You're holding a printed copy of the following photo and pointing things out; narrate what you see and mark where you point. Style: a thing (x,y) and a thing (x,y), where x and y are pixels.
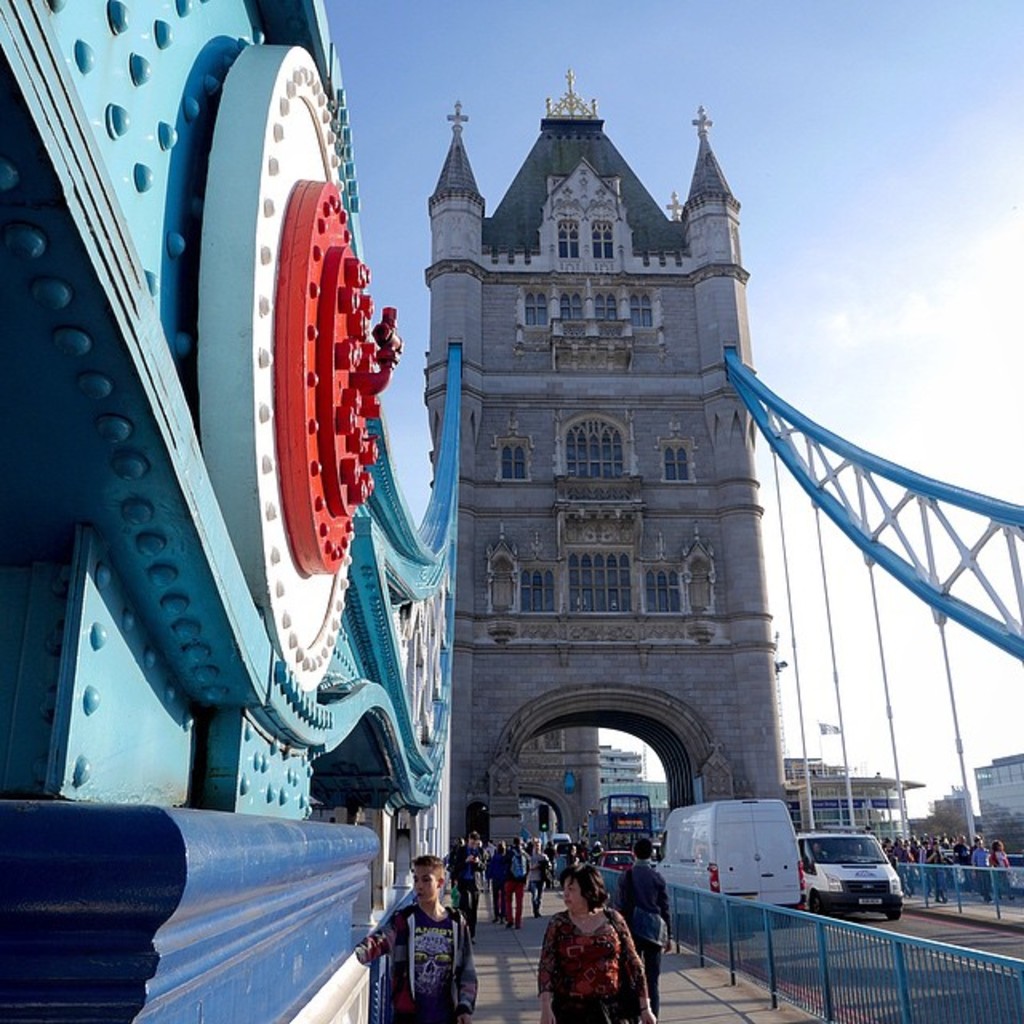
In the image in the center (528,435) we can see Tower Bridge (536,548) and two supportive rods (444,498). And we can see fencing (862,974), few vehicles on the road (904,931) and group of people (966,856) were walking on the road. In the background (854,181) we can see sky (819,106), clouds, building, wall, trees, flag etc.
